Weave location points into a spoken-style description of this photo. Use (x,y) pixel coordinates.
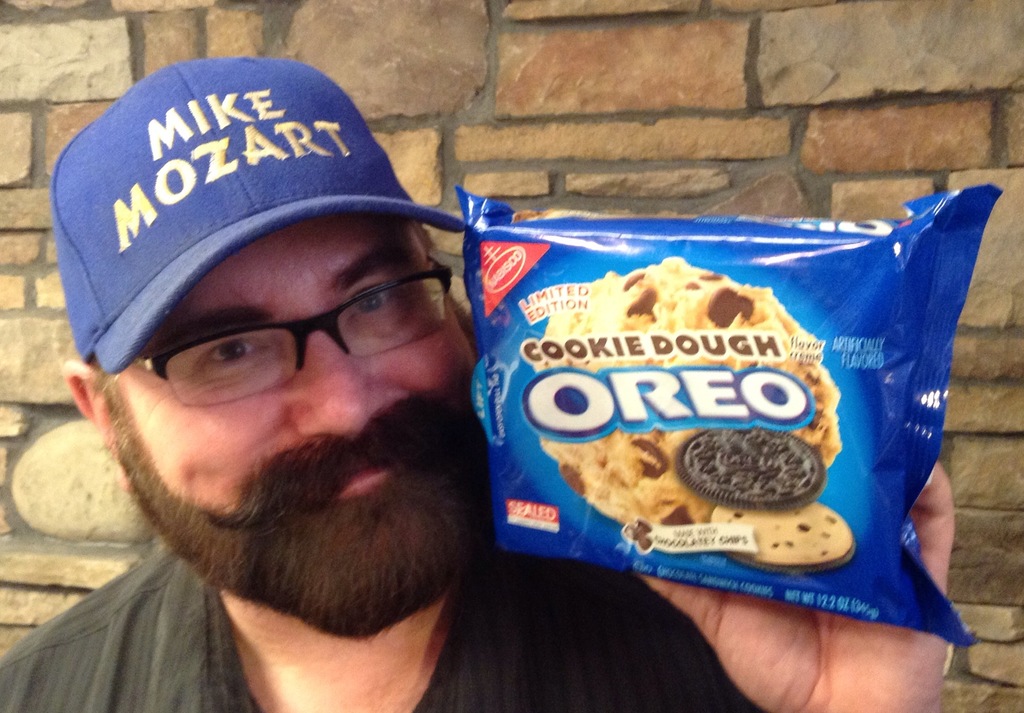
In the center of the image (679,339) there is a person (57,668) holding a biscuit packet (608,355) in his hand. He is wearing a cap (242,153). In the background of the image (51,9) there is wall (51,9).
